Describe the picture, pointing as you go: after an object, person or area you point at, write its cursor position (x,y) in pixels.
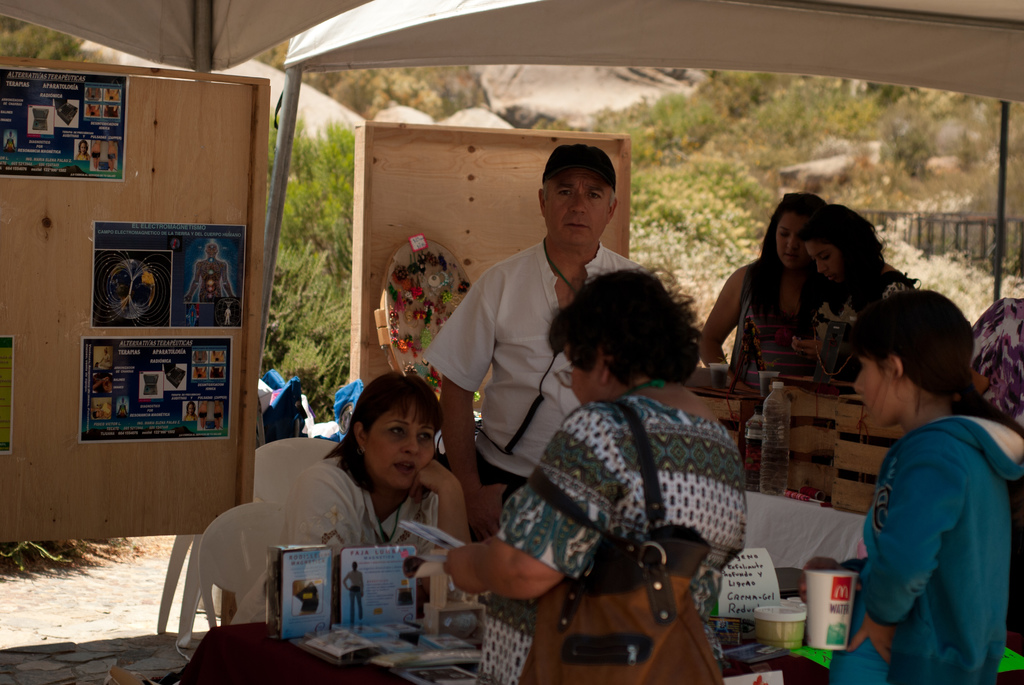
In this image I can see group of people (674,418). In front (782,625) I can see box (437,623), papers (391,643), bottles (780,435) and wooden boxes (861,463) on the table (278,644). Back Side I can see pamphlet (37,139) attached to the wooden board (192,143). We can see trees (751,227) and fencing (931,232).
